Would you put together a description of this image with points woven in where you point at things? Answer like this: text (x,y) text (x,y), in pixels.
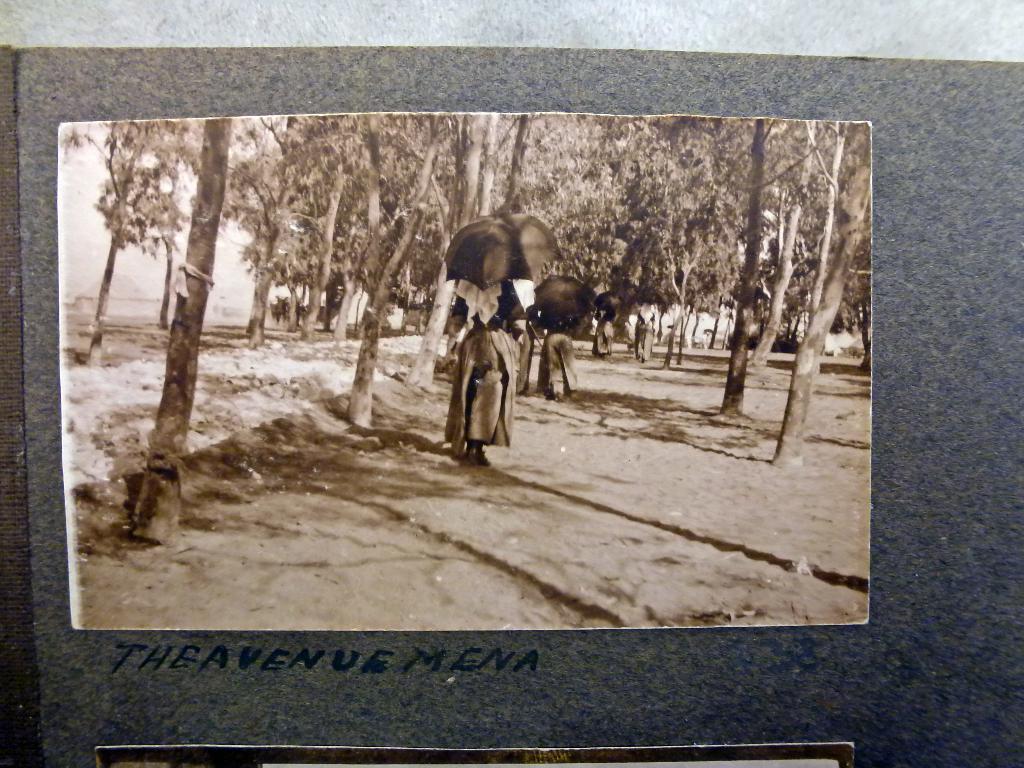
In this image in the front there is a tree (178,360). In the center (482,346) there are persons (542,337) walking holding an umbrella (580,321) and there are trees (634,282).
